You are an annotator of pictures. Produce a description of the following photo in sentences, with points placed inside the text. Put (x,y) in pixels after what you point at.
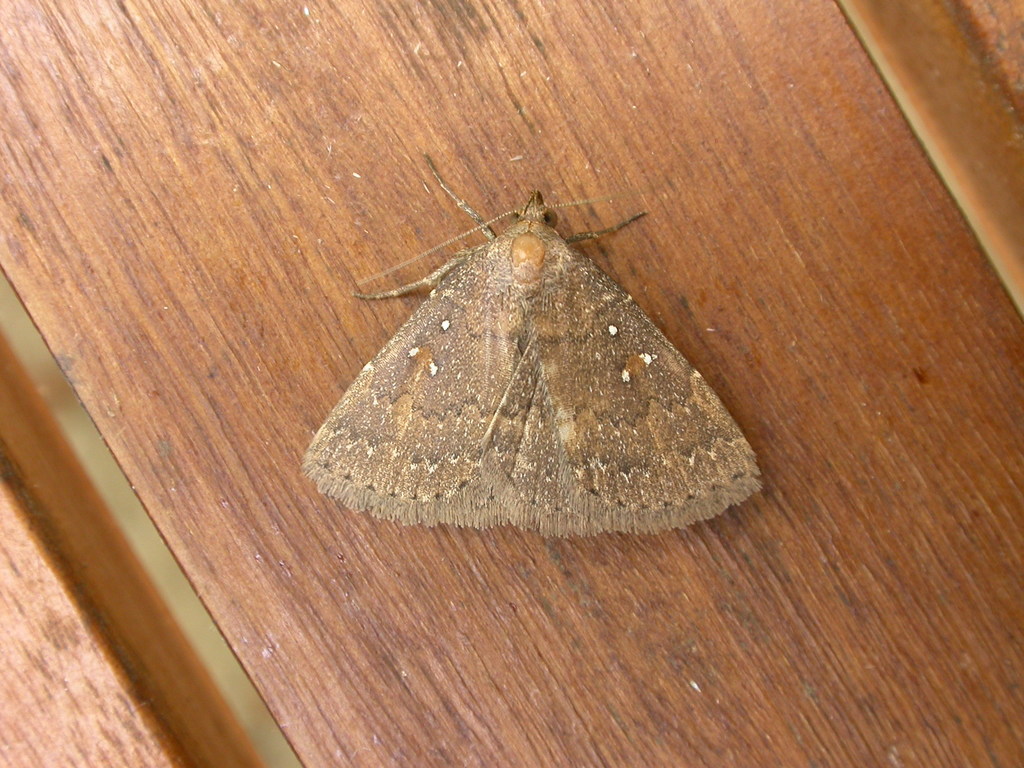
In this image we can see house moth (369,370) on a wooden platform (365,749).
